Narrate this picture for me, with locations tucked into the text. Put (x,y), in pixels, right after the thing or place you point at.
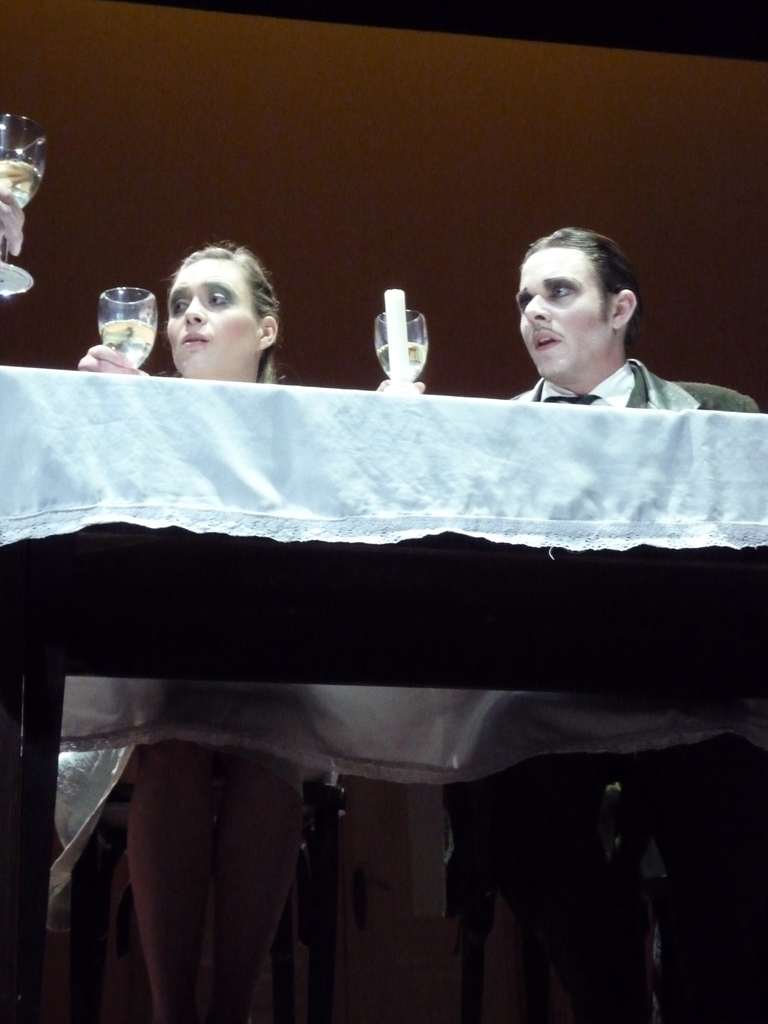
There is a woman (241,357) and a man (579,300) sitting on chairs (464,793). There is a table (352,459) in front of them. They are holding glasses (380,343). A candle (399,362) is on the table (408,450).
